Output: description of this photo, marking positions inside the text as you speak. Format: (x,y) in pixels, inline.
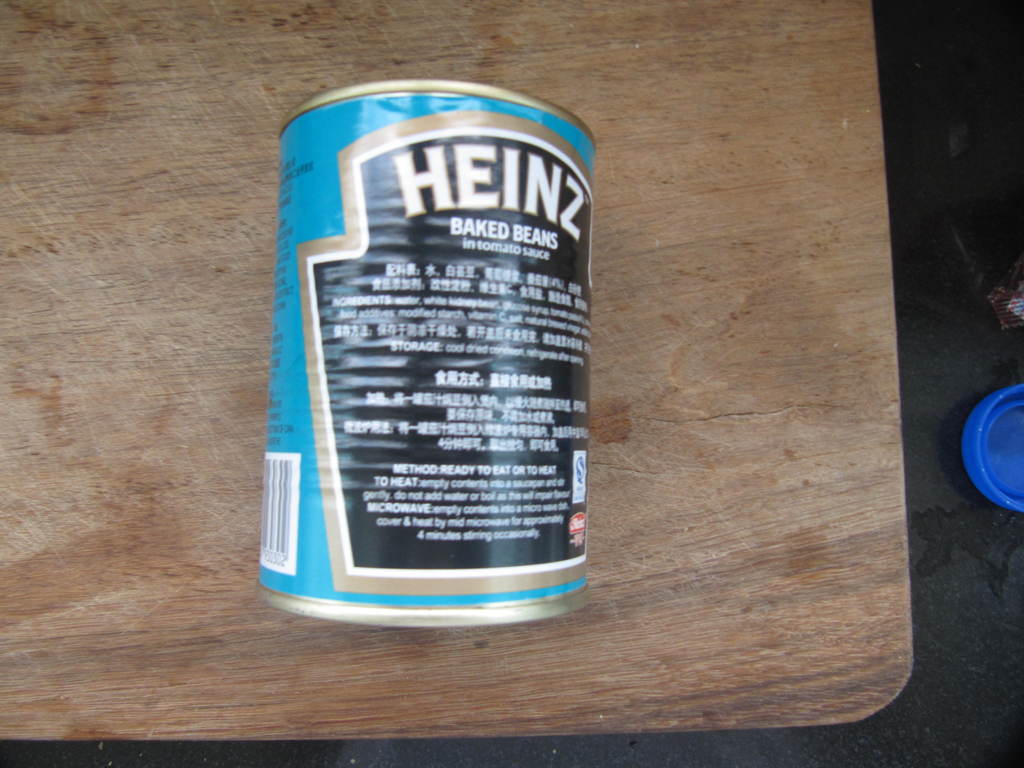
In this image we can see a food can (425,412) placed on the wooden surface (665,599).
